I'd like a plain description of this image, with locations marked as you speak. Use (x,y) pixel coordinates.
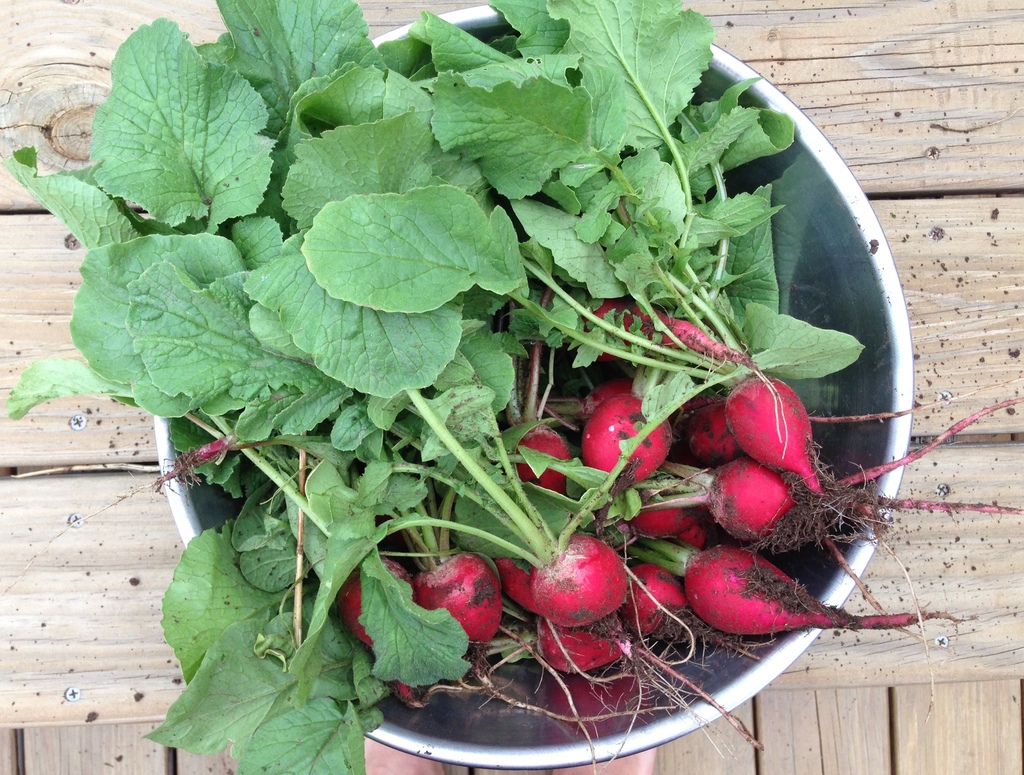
In this image I can see a wooden thing (3,487) and on it I can see a container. In the container (736,341) I can see number of radishes (453,596) and green leaves (378,633).
